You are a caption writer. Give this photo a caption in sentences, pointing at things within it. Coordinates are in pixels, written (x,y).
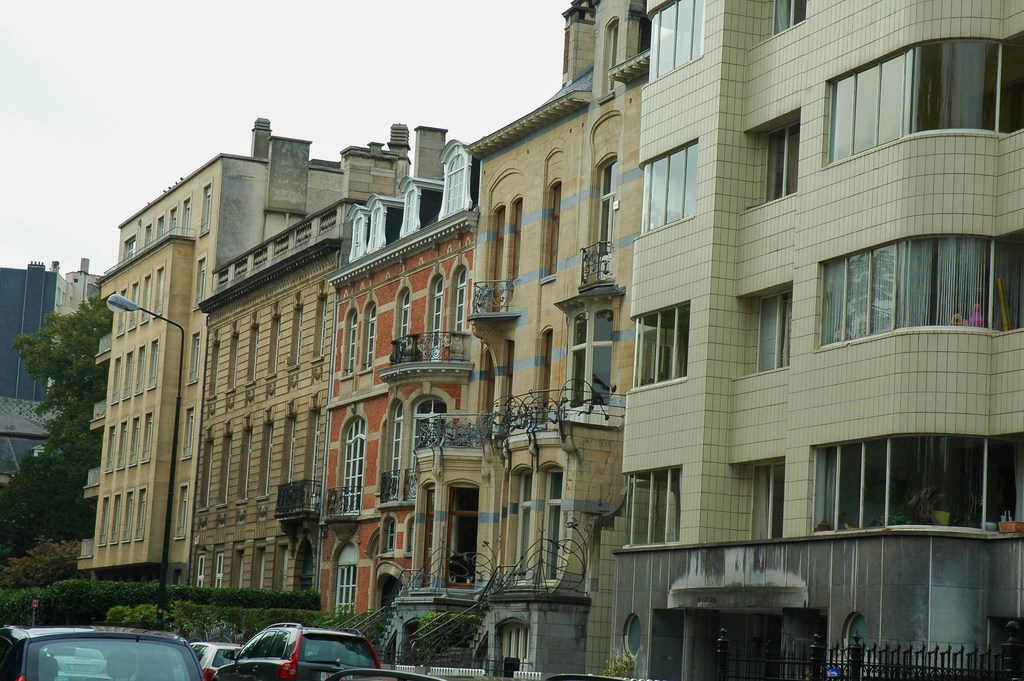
On the left (177,655) there are cars (237,671), plants (51,582) and trees (86,437). In the center of the picture (642,256) there are buildings (283,278) and street light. On the top (182,79) it is sky (265,73), sky (244,103) is cloudy.
